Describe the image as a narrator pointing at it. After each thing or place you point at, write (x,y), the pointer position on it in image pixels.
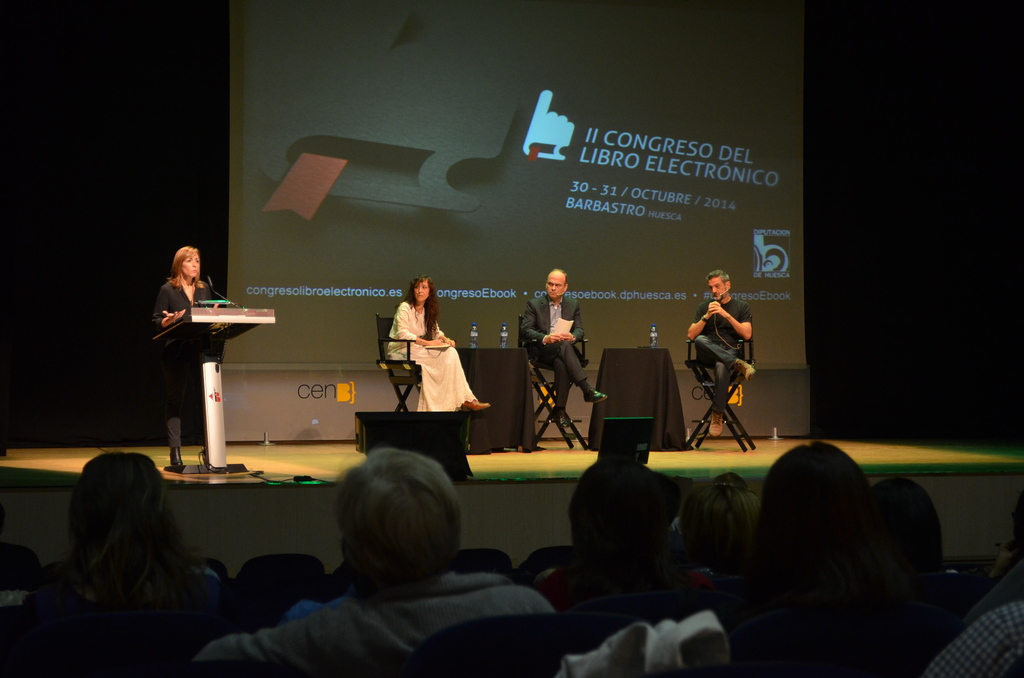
In the image we can see there are many people (861,564) sitting and one is standing, they are wearing clothes (587,386) and some of them are wearing shoes (592,402). Here we can see table (503,365) and chairs (541,370), on the table (523,370), we can see water bottles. Here we can see projected screen (524,179), podium (213,316), microphone (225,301) and the background (953,245) is dark.
